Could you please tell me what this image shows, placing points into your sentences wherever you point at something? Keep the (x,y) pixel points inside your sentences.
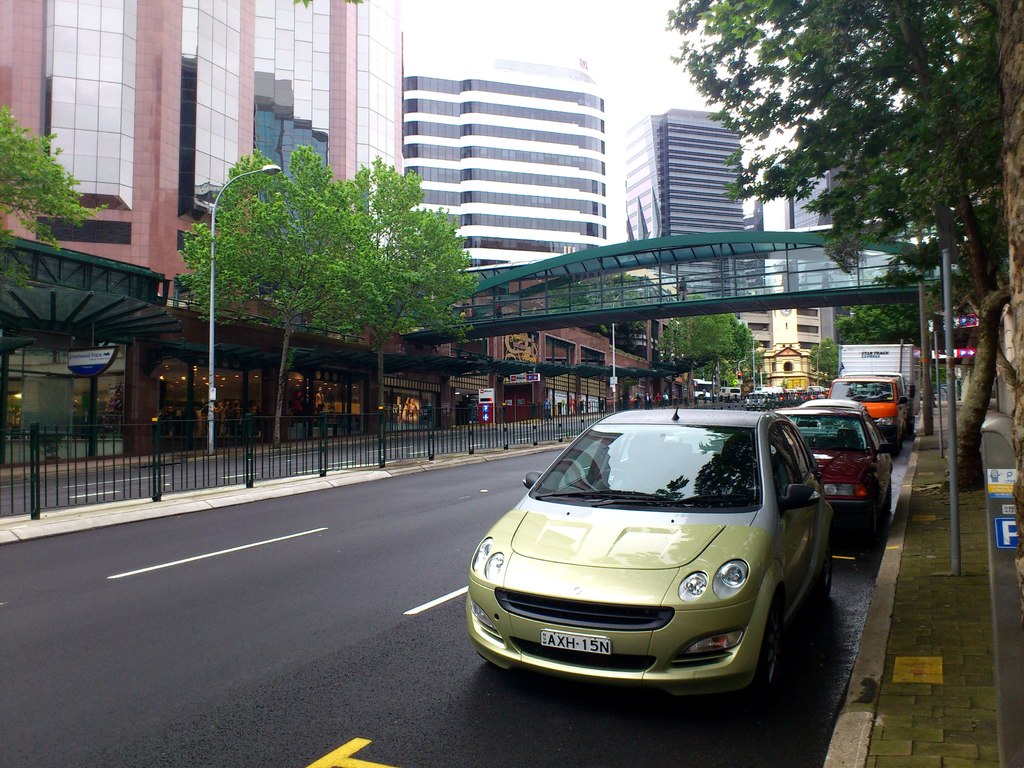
In this image we can see few vehicles (818,411) on the road (308,598), there is a light pole (271,167), few boards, poles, a railing (248,443), few trees (259,240), buildings (645,199), a bridge (802,234) and the sky (620,76) in the background (549,32).
